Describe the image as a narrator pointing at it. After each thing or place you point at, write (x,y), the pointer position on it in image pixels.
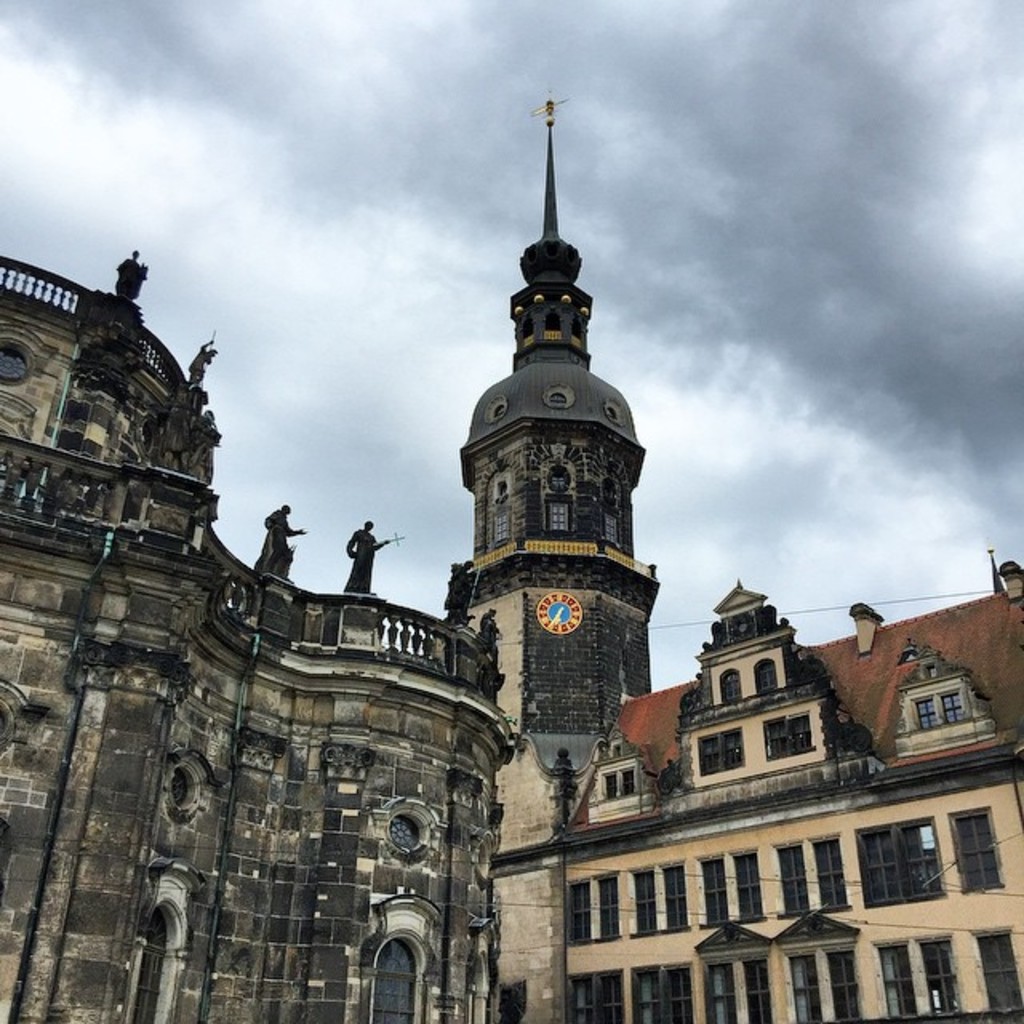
In this image there is a building (881,918) as we can see in middle of this image (528,654), and there is a tower (568,285) on this building (576,469) as we can see in top of this image (544,251) and there are some statues (487,623) on this image at left side of this image (269,545) and there is a clock (569,627) placed on the tower (603,618) is at middle of this image (552,598).
